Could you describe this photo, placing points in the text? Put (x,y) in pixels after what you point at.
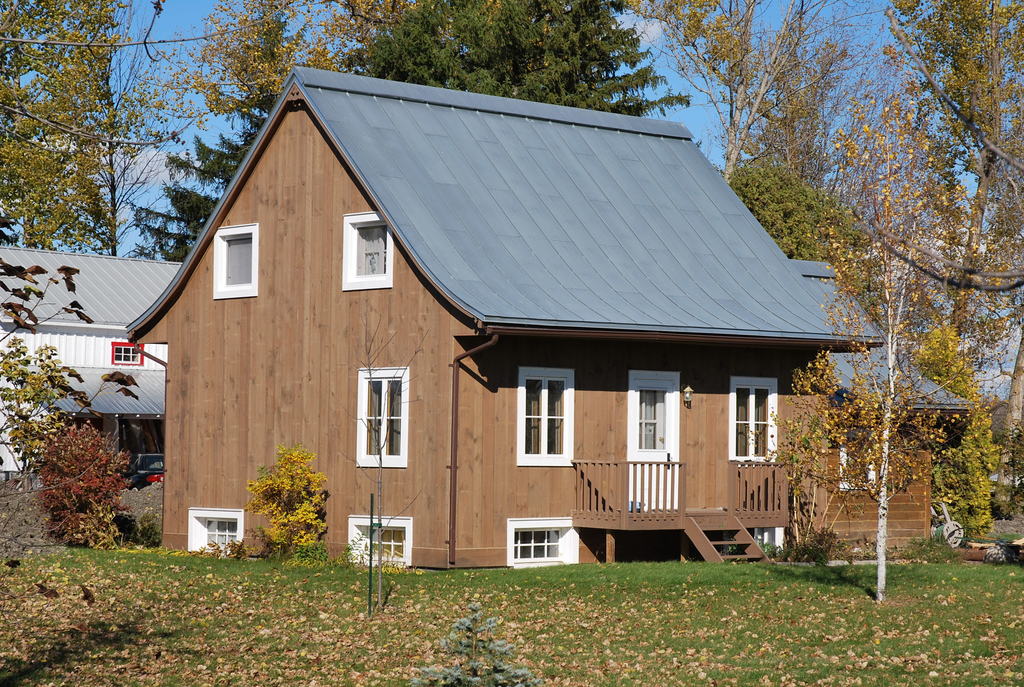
There is grass (243,590), plants (258,501) and house (549,514) at the center (455,446). It has windows (558,416) and a white door (630,426). There is fence (734,490) and stairs (710,553) at the right (711,525). There are other houses (165,276) and trees (735,73) at the back (27,172).
